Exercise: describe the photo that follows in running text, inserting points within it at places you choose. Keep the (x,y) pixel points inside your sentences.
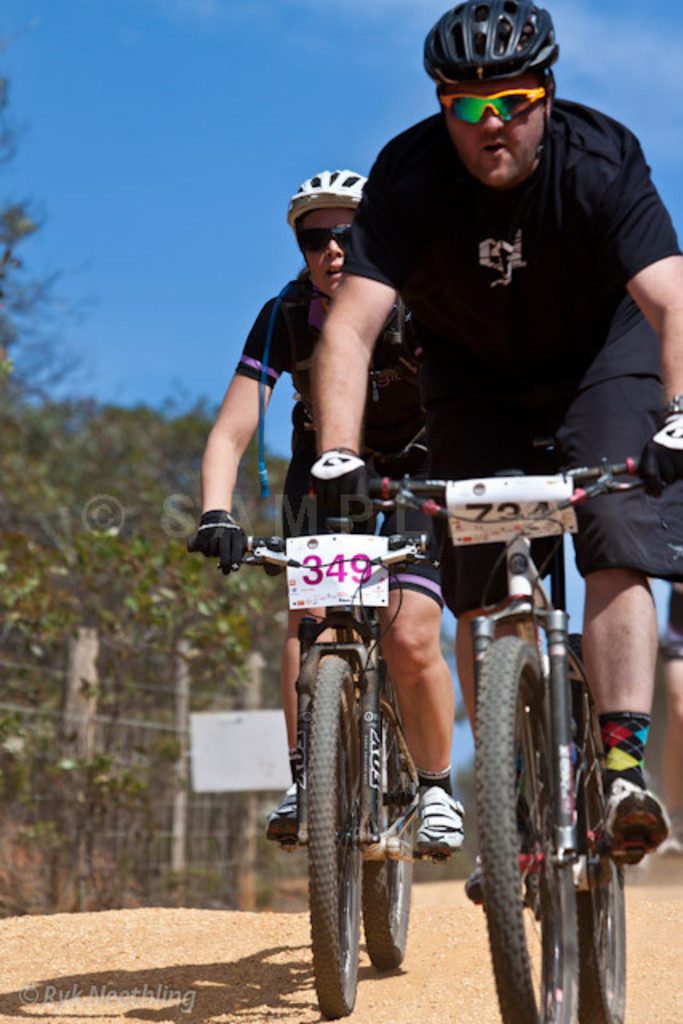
There are two people (374,215) sitting and riding bicycle (407,480) and wore helmets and glasses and we can see stickers (304,555) on these two bicycles (356,573). In the background (156,809) we can see trees (68,464), fence (156,809) and sky (212,254) in blue color.
